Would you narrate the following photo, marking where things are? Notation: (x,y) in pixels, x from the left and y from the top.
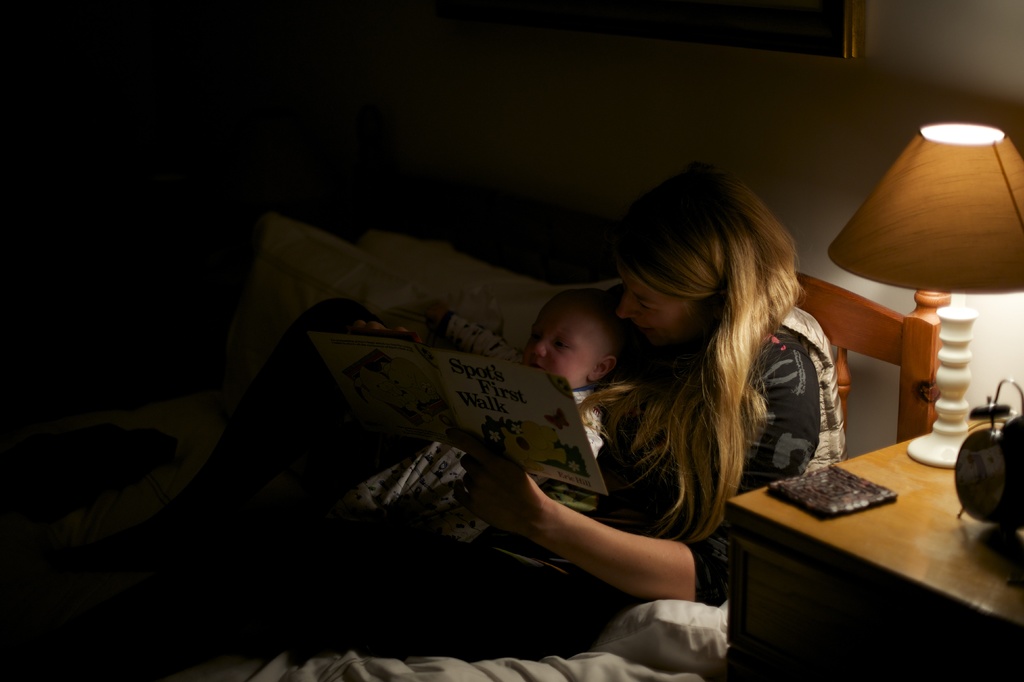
This picture shows a woman (524,491) seated on the bed (838,388) and holding a baby (566,305) in her hands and seeing a book (491,368) holding in her hand (496,462) and we see a lamp (917,288) on the table (911,468) and 'clock (972,491) on the side and we see a photo frame (502,1) on the wall (686,90) and pillows (484,305) on the side.
